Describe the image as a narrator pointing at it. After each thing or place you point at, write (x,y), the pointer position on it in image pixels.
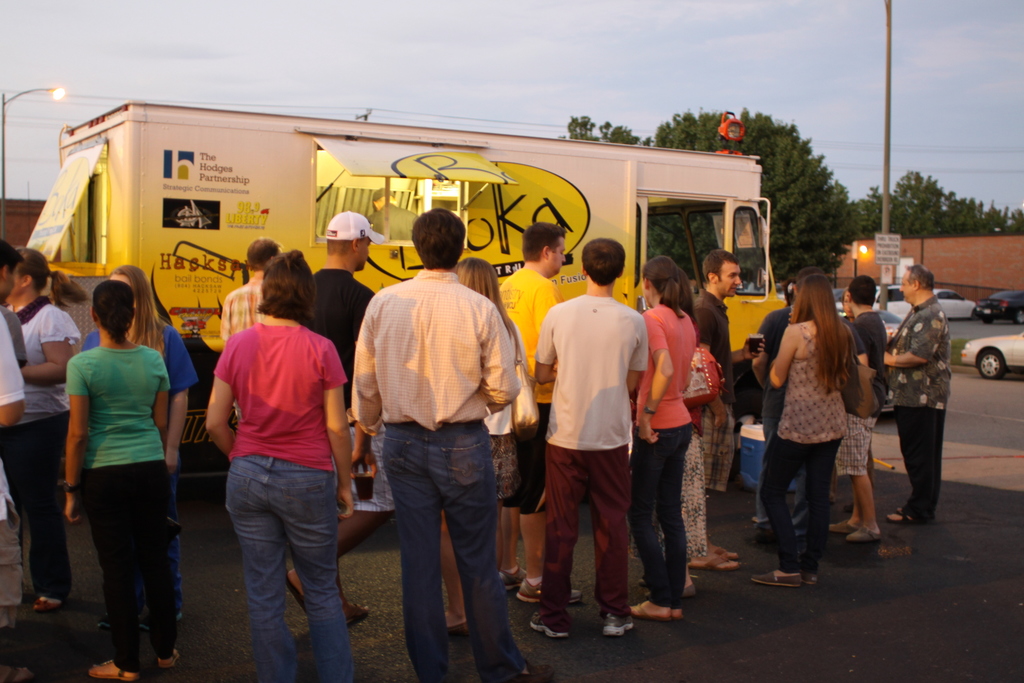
In this image I can see number of people (222,327) are standing in the front (636,443) and I can also see a food truck (654,182) in the centre (623,244). On the right side of this image (702,130) I can see number of trees (861,236), a building (924,244), a pole (891,233), a light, a board (894,253) and few cars (1014,312). I can also see one more pole (3,231) and a light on the left side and in the background (276,93) I can see few wires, clouds (610,93) and the sky (562,48).
